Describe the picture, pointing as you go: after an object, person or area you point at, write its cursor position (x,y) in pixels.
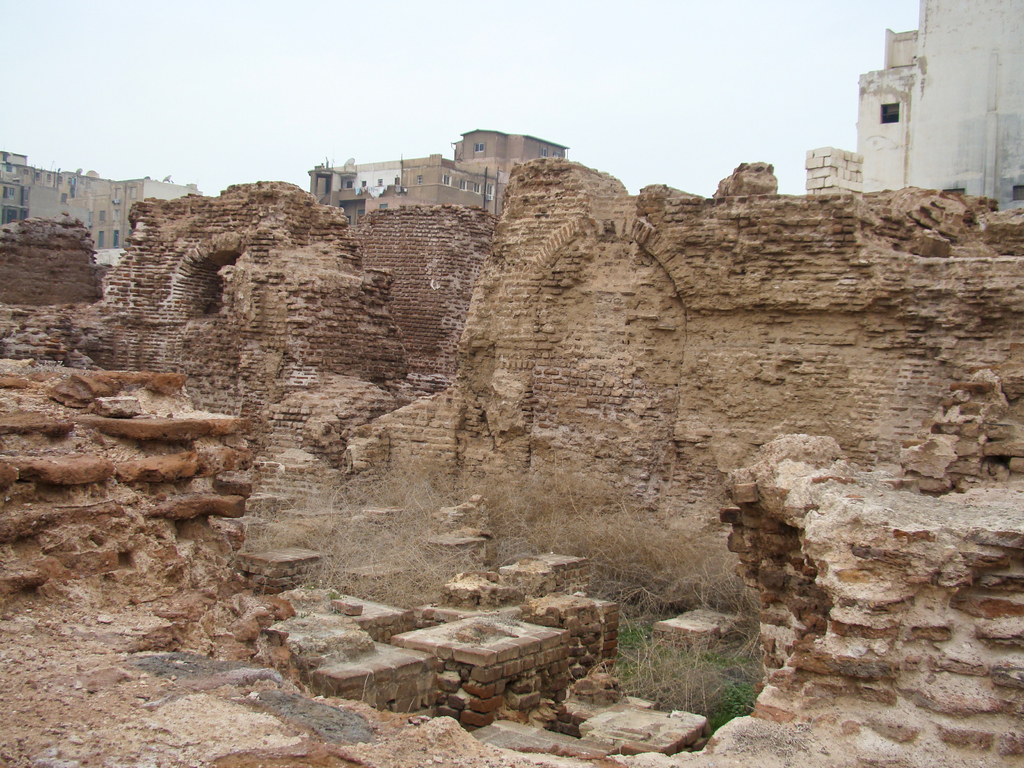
In this image there are buildings (911,155) in the background (892,154) and in the front (590,580) there are stones (949,661) and there is a wall (554,356) in the center (554,356).
